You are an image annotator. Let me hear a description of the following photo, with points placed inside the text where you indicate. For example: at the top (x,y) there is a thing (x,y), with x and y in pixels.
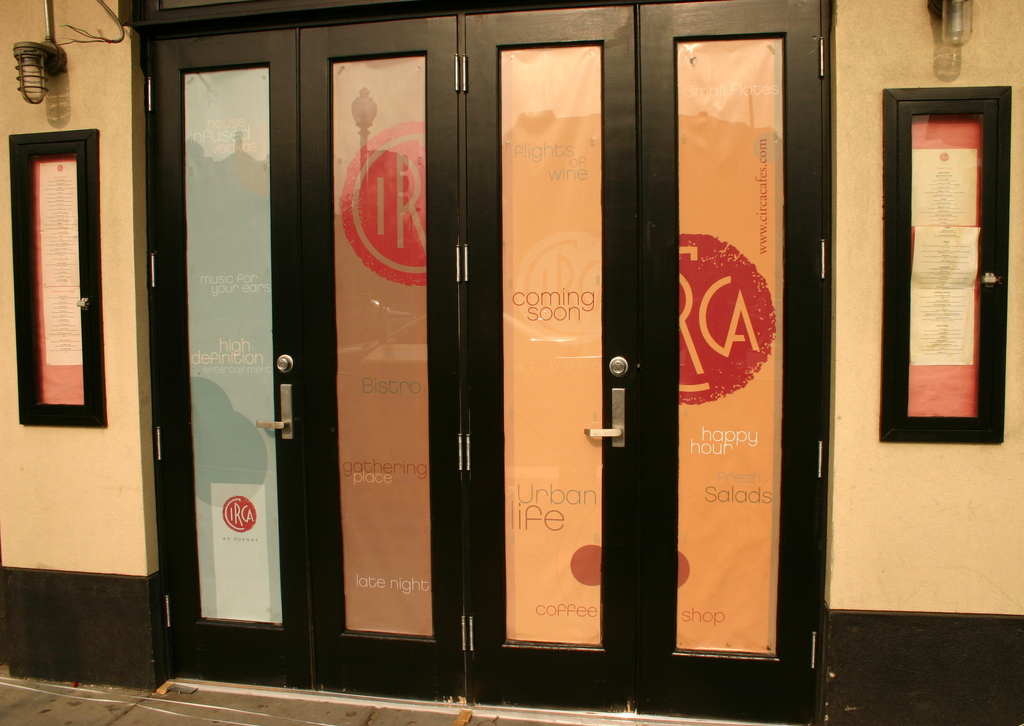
In this picture I can see the doors (493,260). On the right (971,373) and left side (16,277) I can see the posters (959,284) and papers (960,187) were attached on this box (898,259). At the top of that I can see the lights (34,96).
